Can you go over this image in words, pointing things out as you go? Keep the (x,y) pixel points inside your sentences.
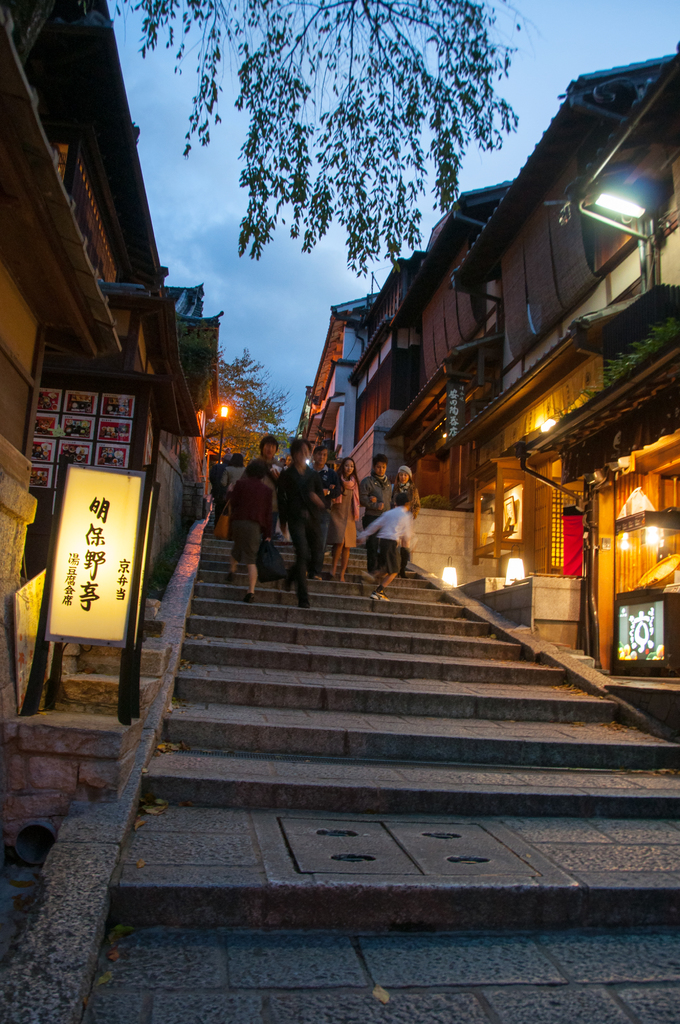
In this image we can see the persons (299,588) walking down the stairs (238,788). Beside the persons (299,510) we can see the buildings (671,501), stalls (646,617), lights (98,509) and the boards (103,530) with text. Behind the persons (259,468) we can see the trees (263,424). At the top (235,222) we can see the sky (235,222) and a tree (305,245).
